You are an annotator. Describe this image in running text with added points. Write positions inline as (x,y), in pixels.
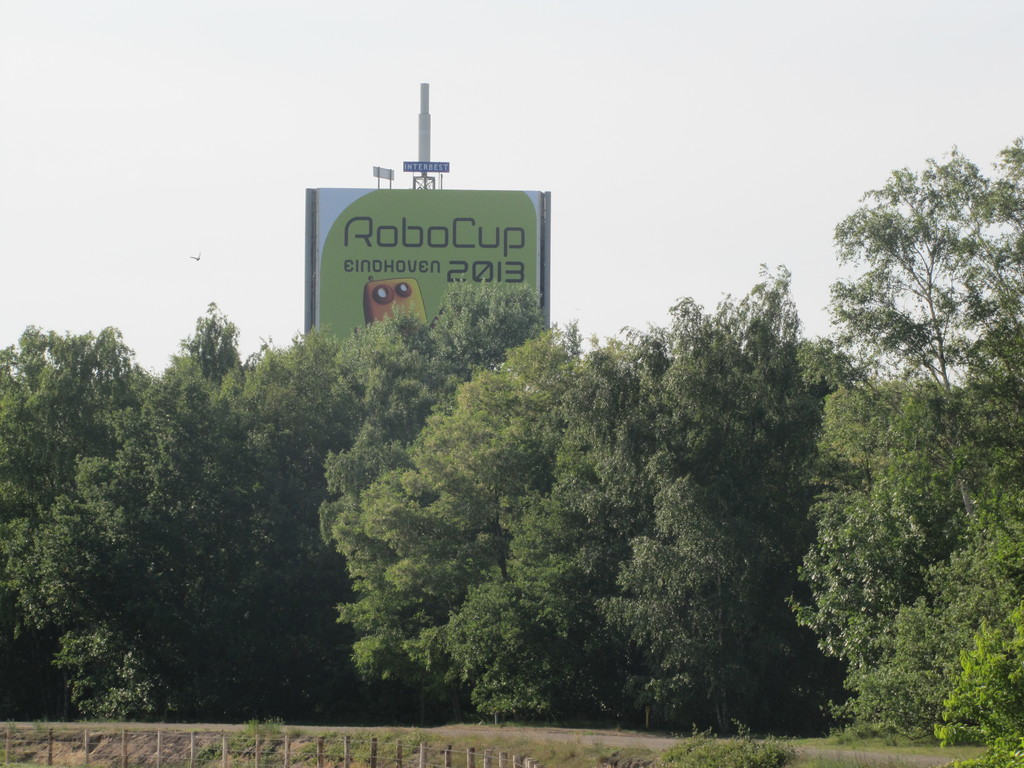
In this image I can see few trees (840,566) in green color and I can also see the board (474,207) attached to the pole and the sky (205,185) is in white color.
